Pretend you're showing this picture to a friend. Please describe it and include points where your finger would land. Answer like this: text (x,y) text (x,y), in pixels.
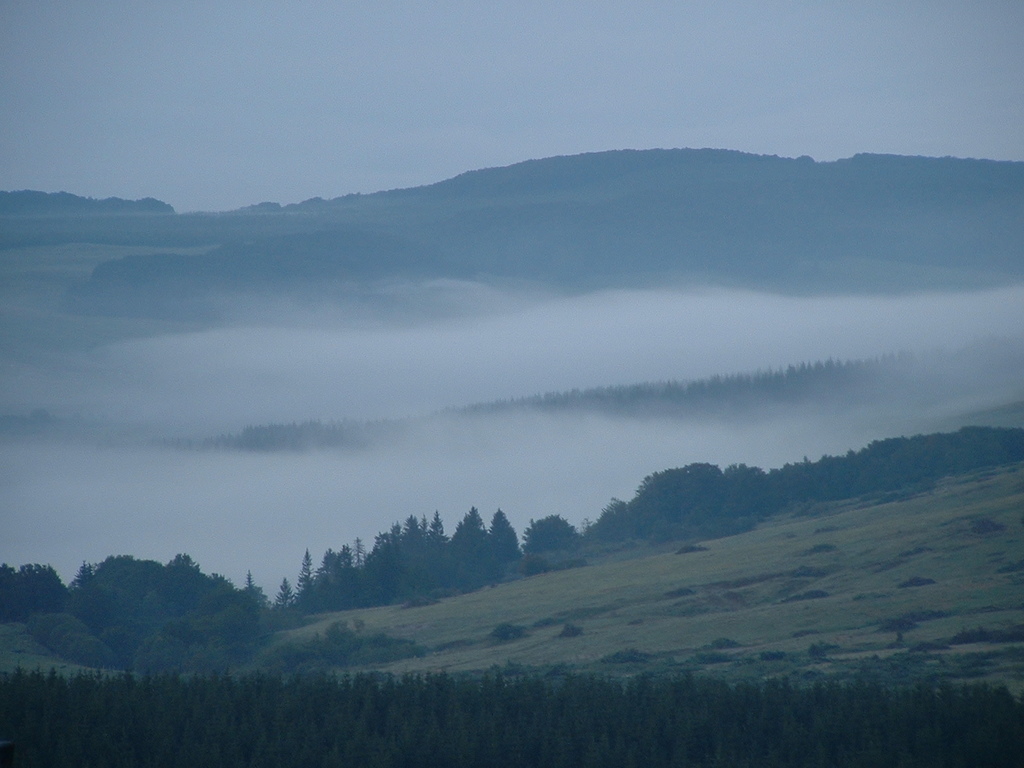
In this picture there are mountains (608,169) and there are trees (928,454) on the mountain (606,580). At the top (426,88) there is sky (462,90). At the bottom (770,627) there is grass (741,612) and there are plants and there might be fog (406,409).
